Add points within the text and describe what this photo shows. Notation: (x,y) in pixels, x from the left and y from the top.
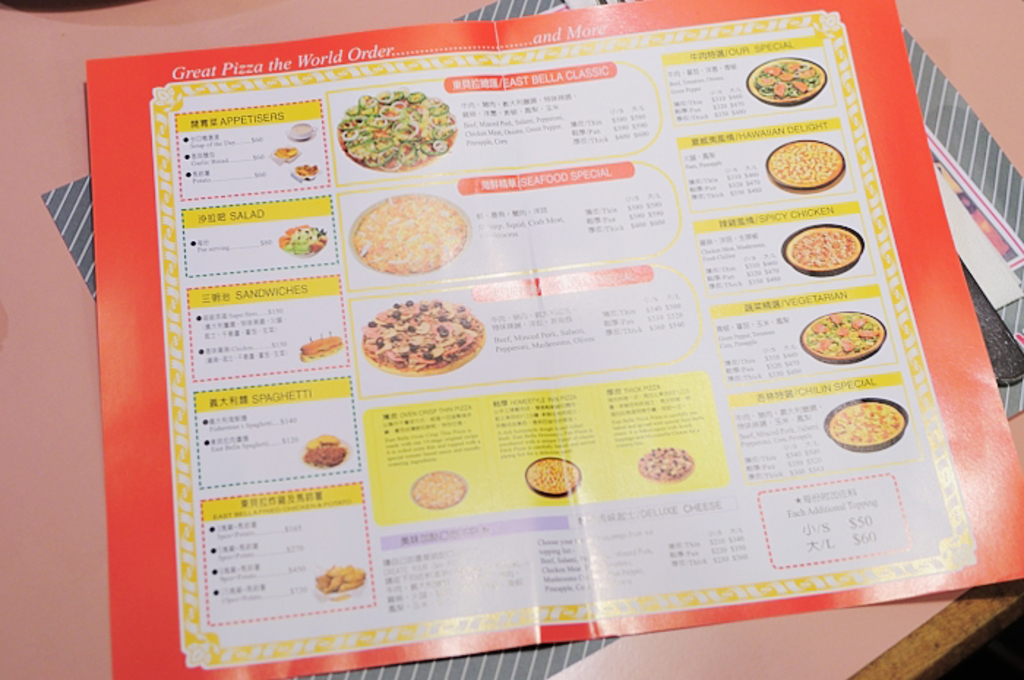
In this image there is a menu card (761,416) having few picture (874,320) of food (842,160) and some text (671,397) on it. Behind the menu card (678,423) there is paper (1021,245) on the table (64,660).
